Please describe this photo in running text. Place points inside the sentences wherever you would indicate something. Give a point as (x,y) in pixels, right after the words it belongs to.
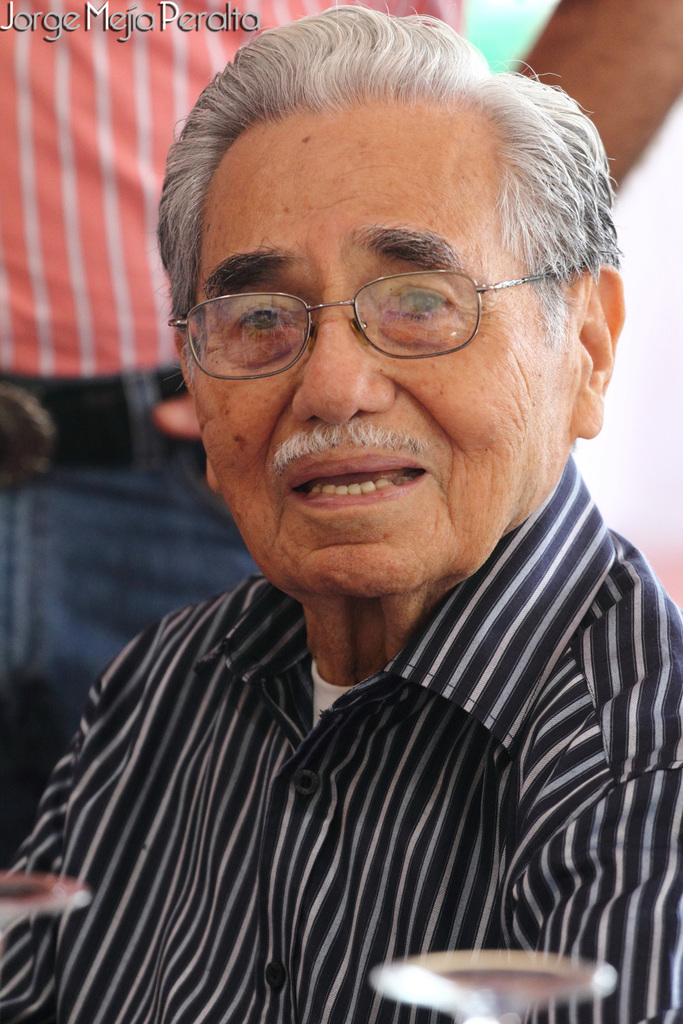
In the picture we can see a old man (489,889) sitting and he is wearing a black shirt (531,669) with white color lines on it and behind him we can see a person (63,524) standing.
